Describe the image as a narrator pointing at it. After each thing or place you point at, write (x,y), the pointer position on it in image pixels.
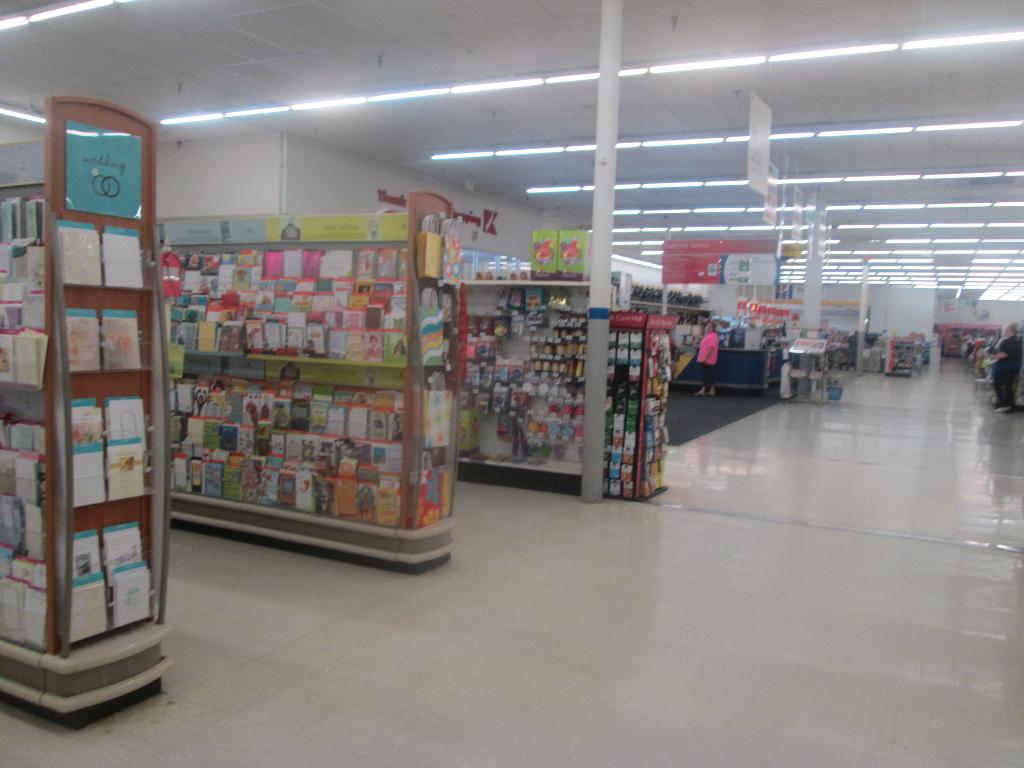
This picture is clicked inside. On the left (70,304) we can see there are many cabinets (527,405) containing many number of items (314,335). In the background (1017,346) there are some people (1003,349) standing on the ground (891,446) and there are some objects (793,372) placed on the ground (854,413) and at the top (551,49) we can see the roof (523,24) and the ceiling lights (907,262) and we can see the poles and boards (758,124) hanging on the roof (807,116).
